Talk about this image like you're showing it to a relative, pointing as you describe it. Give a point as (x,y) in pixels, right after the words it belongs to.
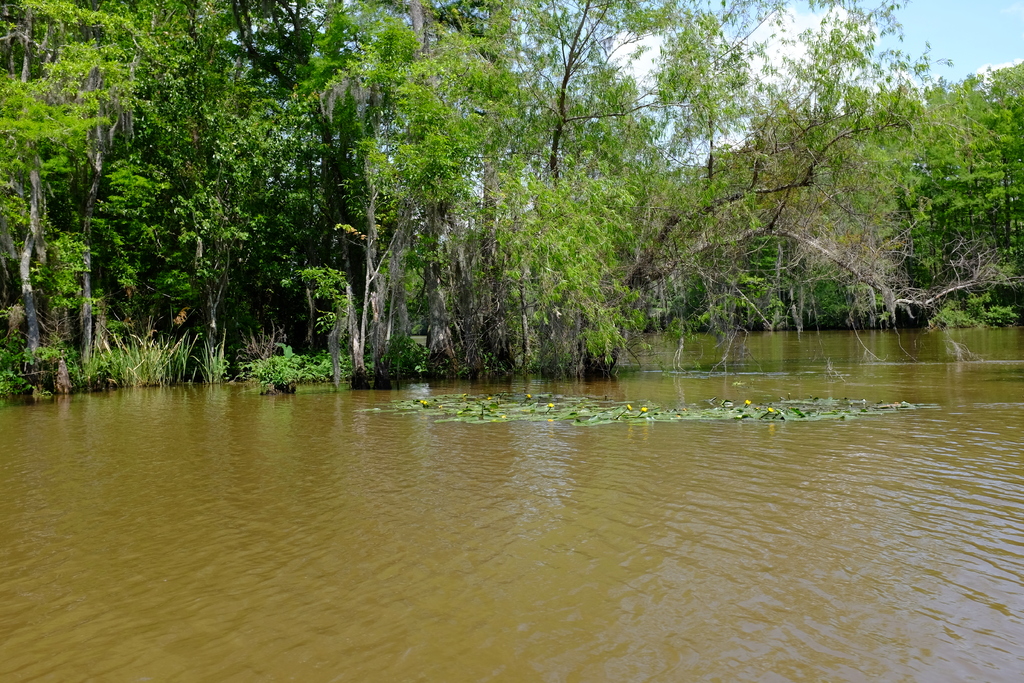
In this image there are flowers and leaves (784,406) in the water (637,512). In the background of the image (355,337) there are plants (174,320), trees (691,94) and sky (817,3).
